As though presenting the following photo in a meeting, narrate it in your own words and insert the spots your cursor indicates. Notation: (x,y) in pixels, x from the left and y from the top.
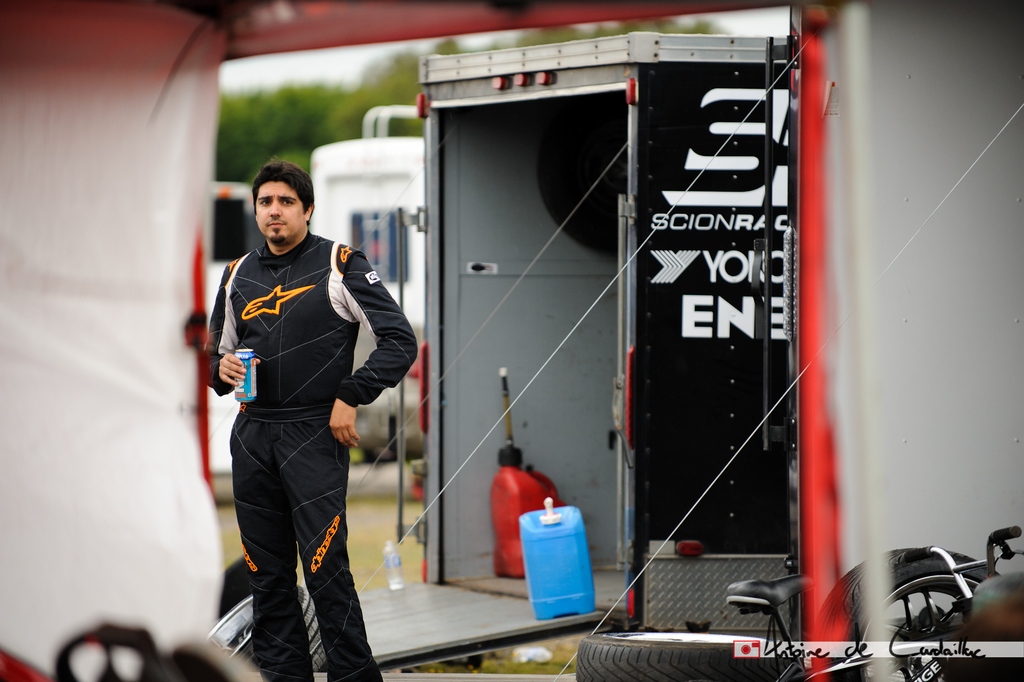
In this image we can see a person (332,462) standing and holding beverage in his hands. In the background (245,118) we can see bicycles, trees (315,124), vehicles (383,118) and sky (276,73).
